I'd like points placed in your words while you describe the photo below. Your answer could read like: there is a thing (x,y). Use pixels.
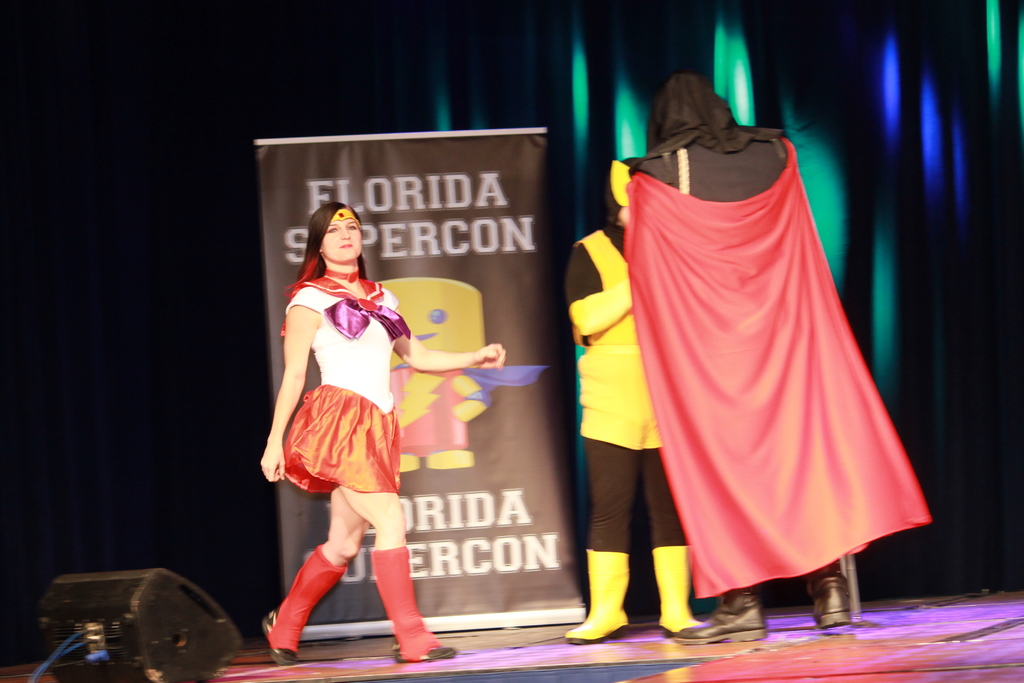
There are three persons (384,386) on the stand (481,638) and wore fancy dresses (324,433) where on the left (341,438) a woman (291,634) is walking on the stage (579,652) and the other two persons (801,311) are standing. In the background (270,248) there is a hoarding (421,285) and light rays (584,172) falling on a cloth (23,626). On the left (79,648) at the bottom corner (100,642) there is a speaker (109,635).
